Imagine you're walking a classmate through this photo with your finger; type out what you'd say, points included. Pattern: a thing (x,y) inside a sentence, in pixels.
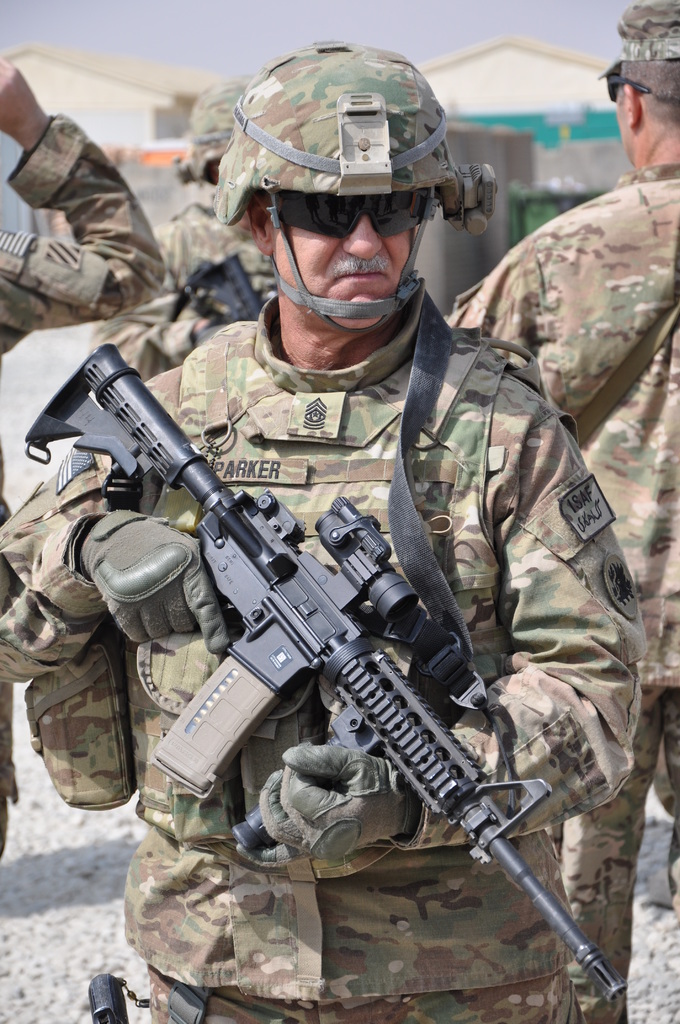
In this picture there is a person (499,674) standing and holding the gun (171,762). At the back (643,244) there are group of people (587,392) standing and there are buildings (52,97). At the top (74,5) there is sky (43,31). At the bottom (53,978) there are stones (55,970).
